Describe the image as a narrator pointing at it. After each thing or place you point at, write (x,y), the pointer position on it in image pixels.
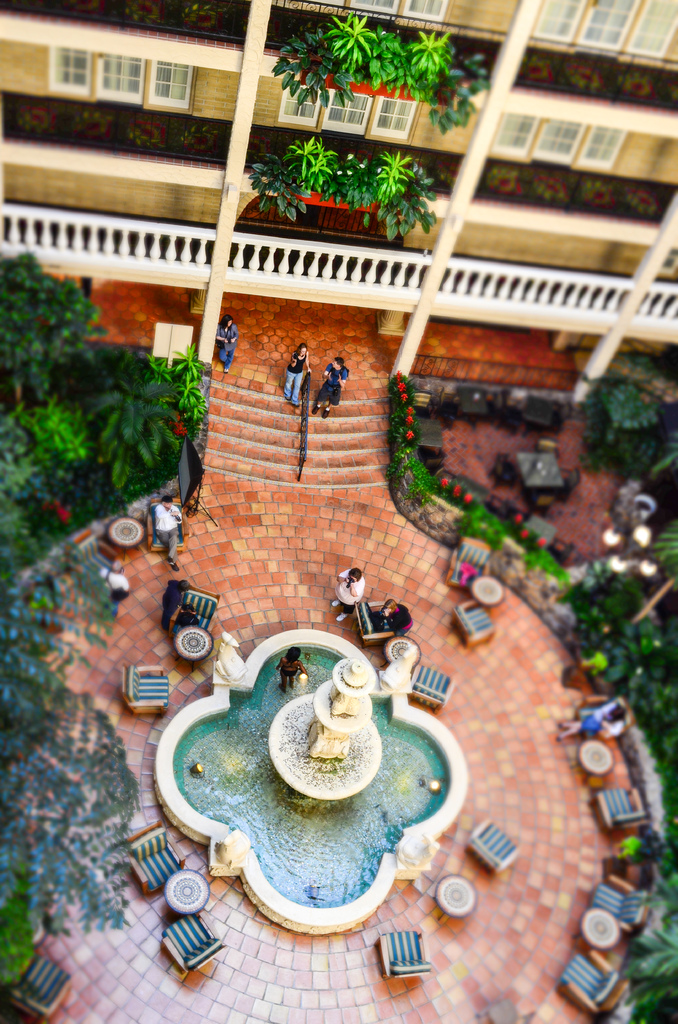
This is a top view and here we can see a building (449,131), some trees (29,767) and plants (96,608) and there are people (176,538) and we can see a fountain (308,763) and some chairs (166,684) and tables (597,742) and there are railings (169,263), stairs (242,417) and some other objects (527,584).
